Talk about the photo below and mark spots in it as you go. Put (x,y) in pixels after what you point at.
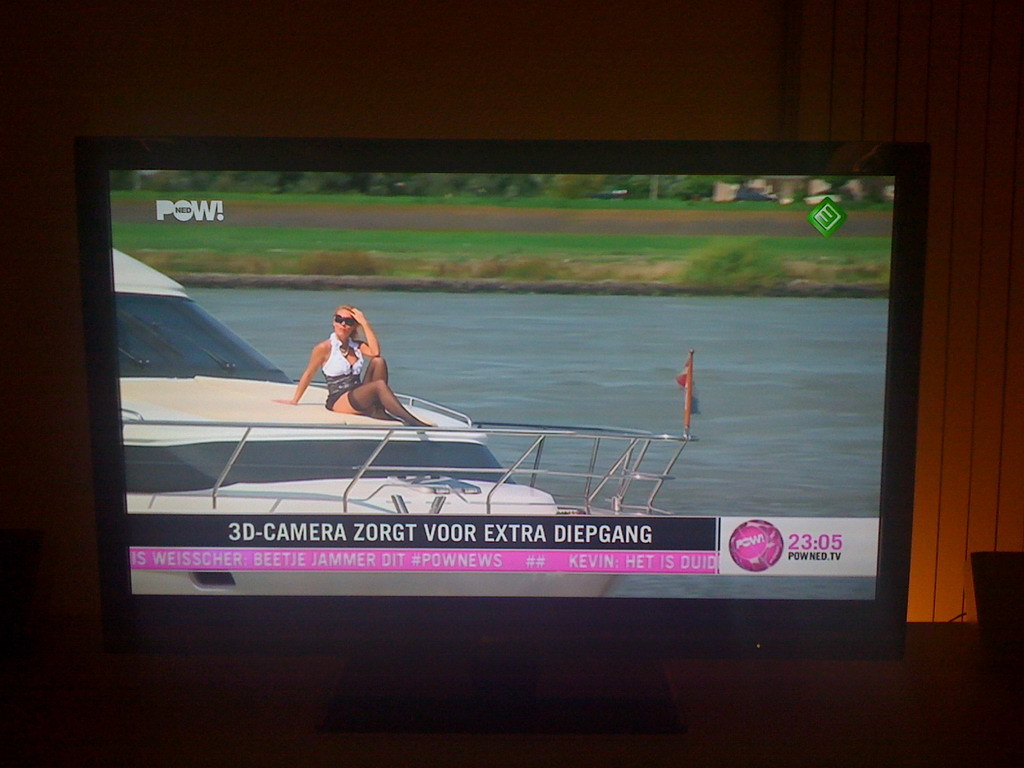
In this image we can see a television (382,354) and through the television screen (368,391) we can see a woman (349,357) sitting on the boat (262,462). We can also see the water (493,337), text (459,530), grass (397,269) and also the trees (523,187). In the background (601,98) we can see the wall (708,111).
